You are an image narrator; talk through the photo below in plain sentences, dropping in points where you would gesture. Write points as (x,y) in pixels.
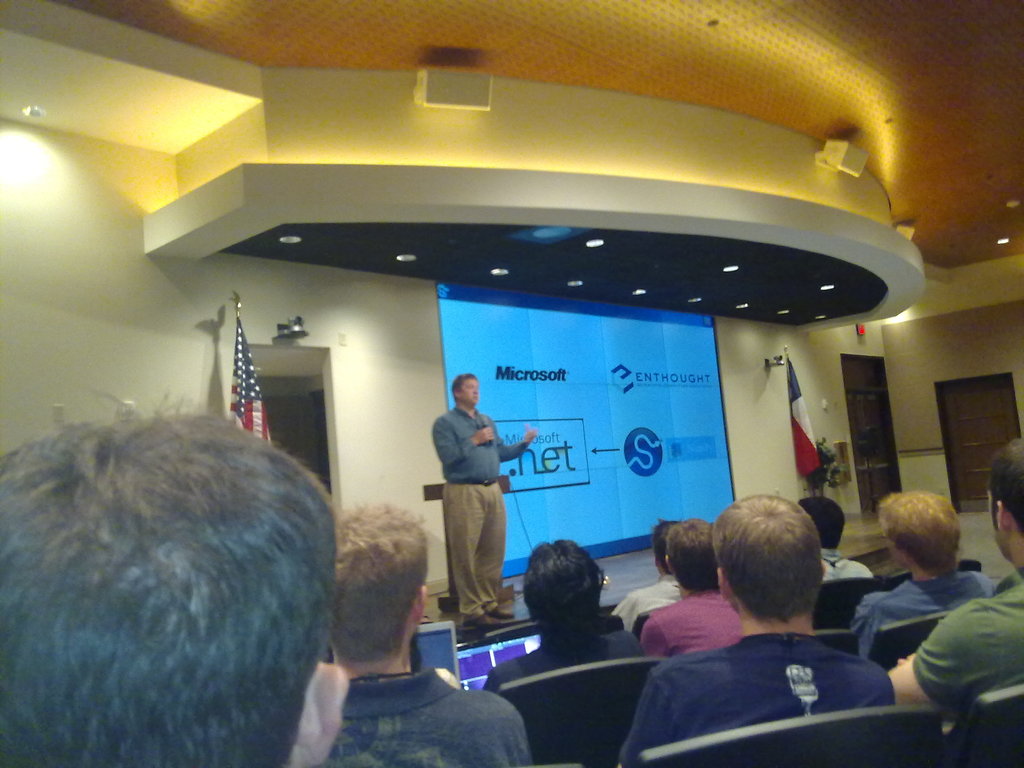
In this image there is a person (469,391) standing and holding a mike (485,446) in his hand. Behind him there is a podium (449,571) on the stage (618,571) having two flags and plants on it. A screen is attached to the wall (907,384) having few door (879,394). Bottom of image (137,733) few persons (953,679) are sitting on the chair (579,689). A person (393,711) is having a laptop (464,657) before him. Top of image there are few lights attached to the roof (816,105).
